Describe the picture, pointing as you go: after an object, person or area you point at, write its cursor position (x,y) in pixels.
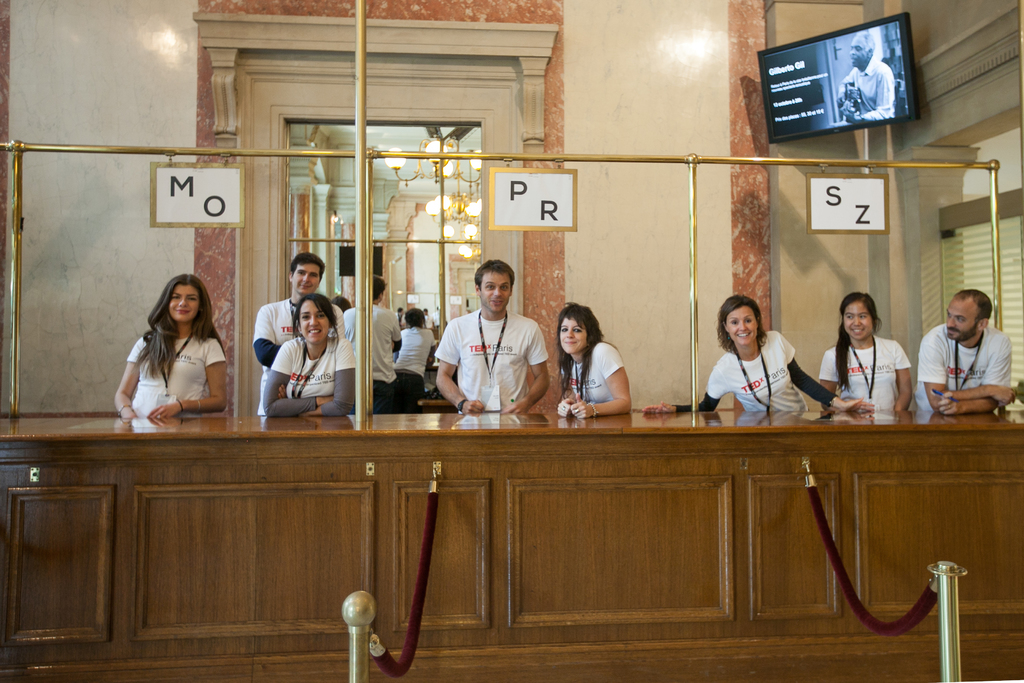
In this image we can see persons (484,376) standing on the floor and table (155,451) is placed in front of them. In the background (442,180) we can see chandeliers (455,171), walls (291,67), name boards (176,189) and a display screen (794,64).
